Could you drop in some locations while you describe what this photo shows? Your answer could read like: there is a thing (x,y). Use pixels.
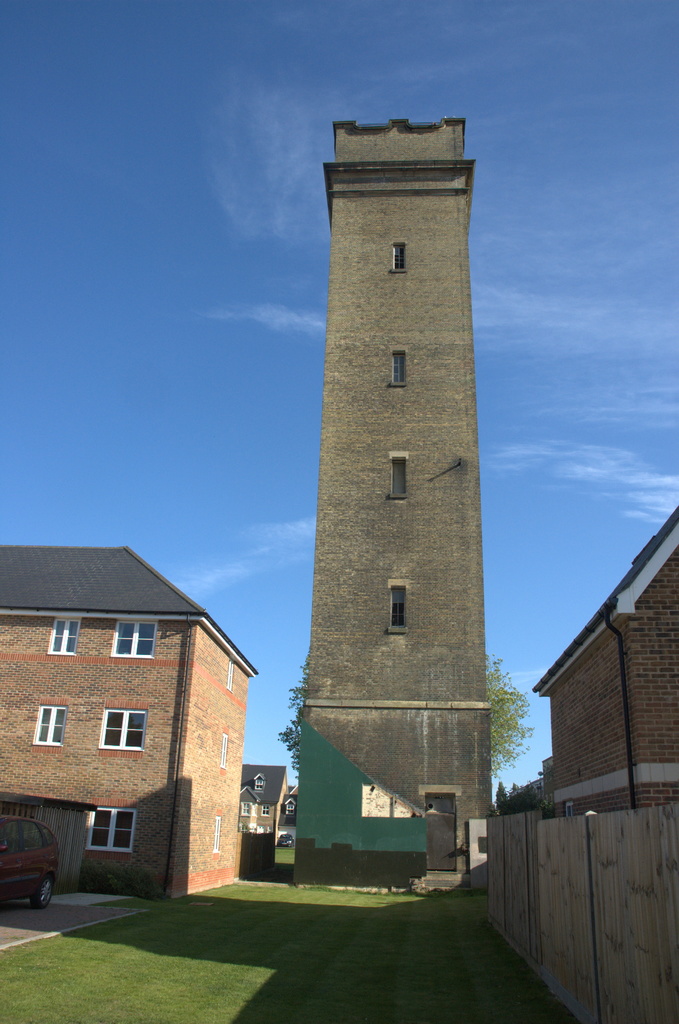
This picture is clicked outside. In the center (449,545) we can see the tower (377,227) and we can see the houses (170,891), vehicles (37,870) and the green grass (354,933). In the background (616,477) we can see the sky (555,523) and the trees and some houses (283,805).
